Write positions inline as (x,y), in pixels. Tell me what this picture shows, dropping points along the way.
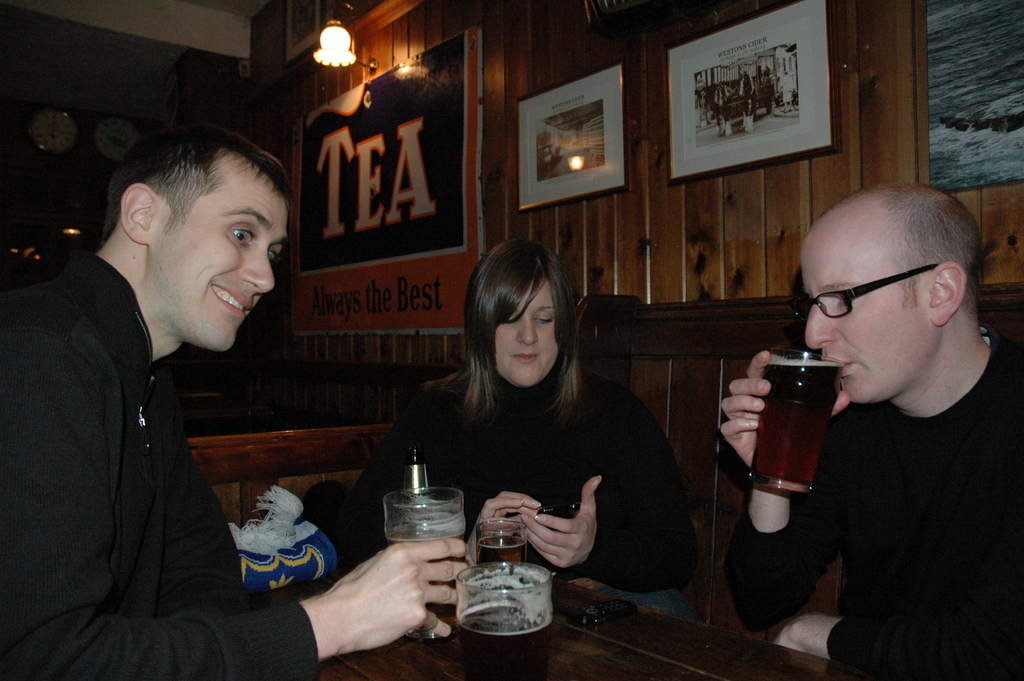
The picture is inside a cafe (701,186), there are three people (833,519) sitting around the table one woman (516,450) and two man (896,484) the man (896,484) who is to the right side (900,481) is drinking a drink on the table (602,641) there are other three glasses (481,599) and a bottle (418,475) in the background (493,185) there is a wooden wall (516,135) to which some posters (594,97) are fixed and also two clocks (127,128).
